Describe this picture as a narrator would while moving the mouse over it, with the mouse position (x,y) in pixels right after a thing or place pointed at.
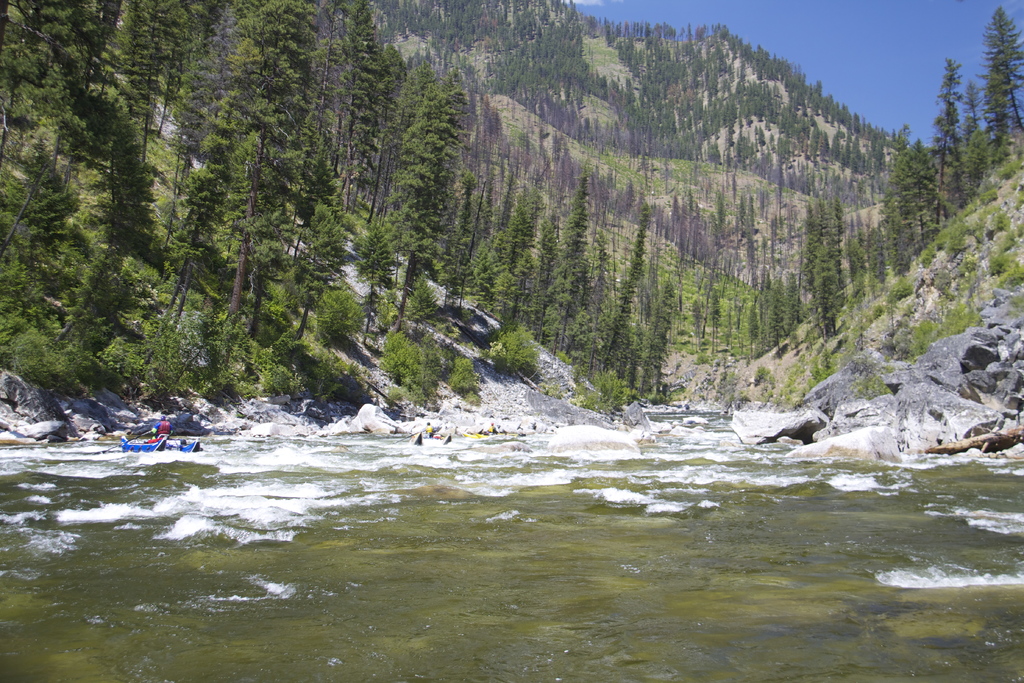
In this image there is water (234,490) and we can see boats (133,448) on the water (465,548). There are rocks (493,407) and we can see people (162,421) in the boats (173,449). In the background (304,242) there are trees (591,175), hills (756,74) and sky (824,45).
